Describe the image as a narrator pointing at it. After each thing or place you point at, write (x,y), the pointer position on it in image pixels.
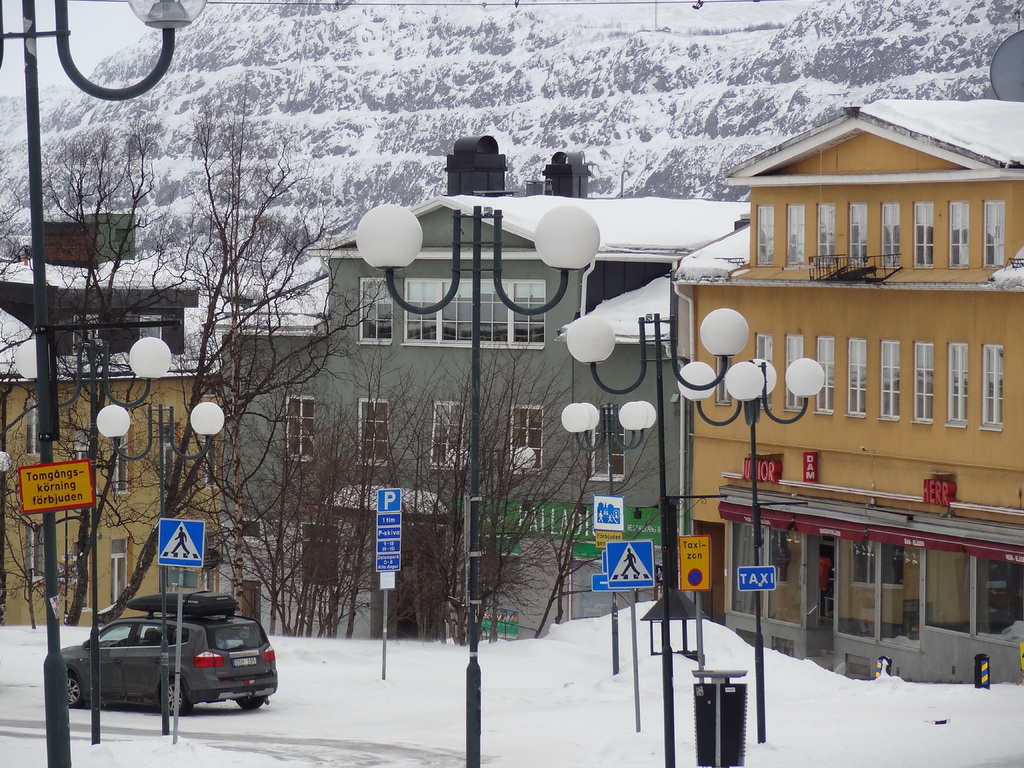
In this image we can see some houses (428,464), light poles (577,428), sign boards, dustbin (701,677), there is a vehicle (240,626) on the road (536,751), there are some boards (810,462) on the houses (899,463) with some text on it, there is a mountain (400,137) behind houses (913,459), there are some windows (951,608), a balcony (850,267), we can see snow (673,637), trees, and the sky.
